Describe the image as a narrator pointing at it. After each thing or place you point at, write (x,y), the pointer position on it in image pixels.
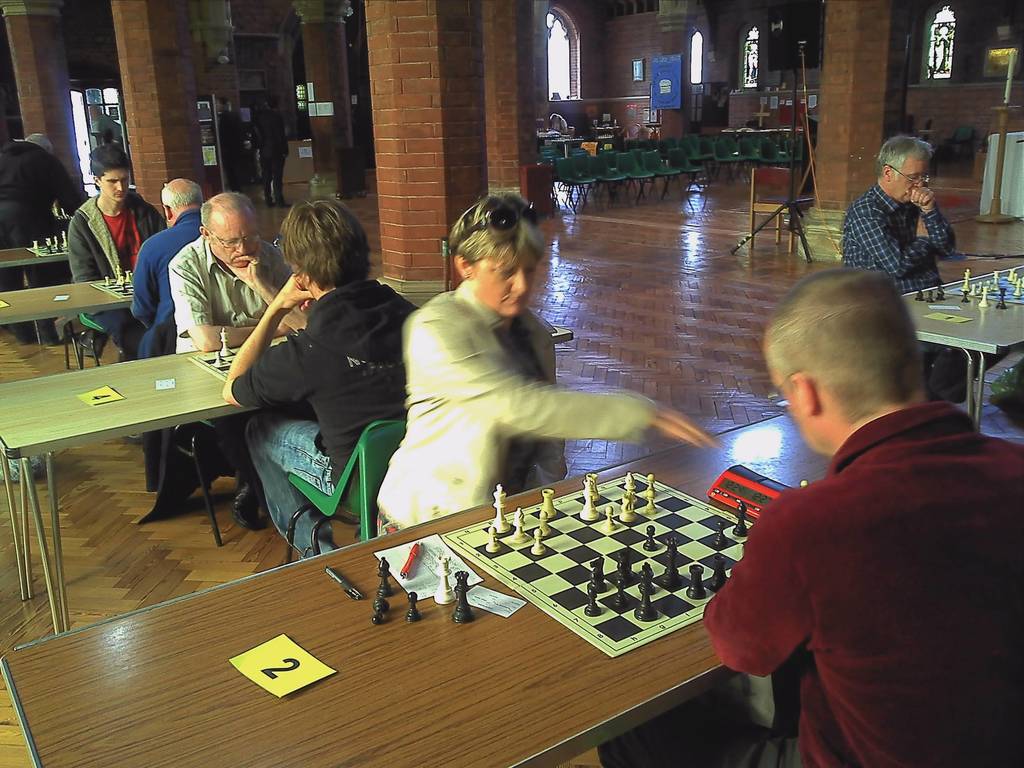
In this image, there are group of people (909,375) sitting in front of the table (183,389) and playing chess board (633,590). In the background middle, there are chairs (785,170) kept on the floor (711,203). In the background (269,146), a person (269,146) is standing. In the top right (944,19), windows (947,50) are visible. This image is taken inside a hall (158,24) during day time.
